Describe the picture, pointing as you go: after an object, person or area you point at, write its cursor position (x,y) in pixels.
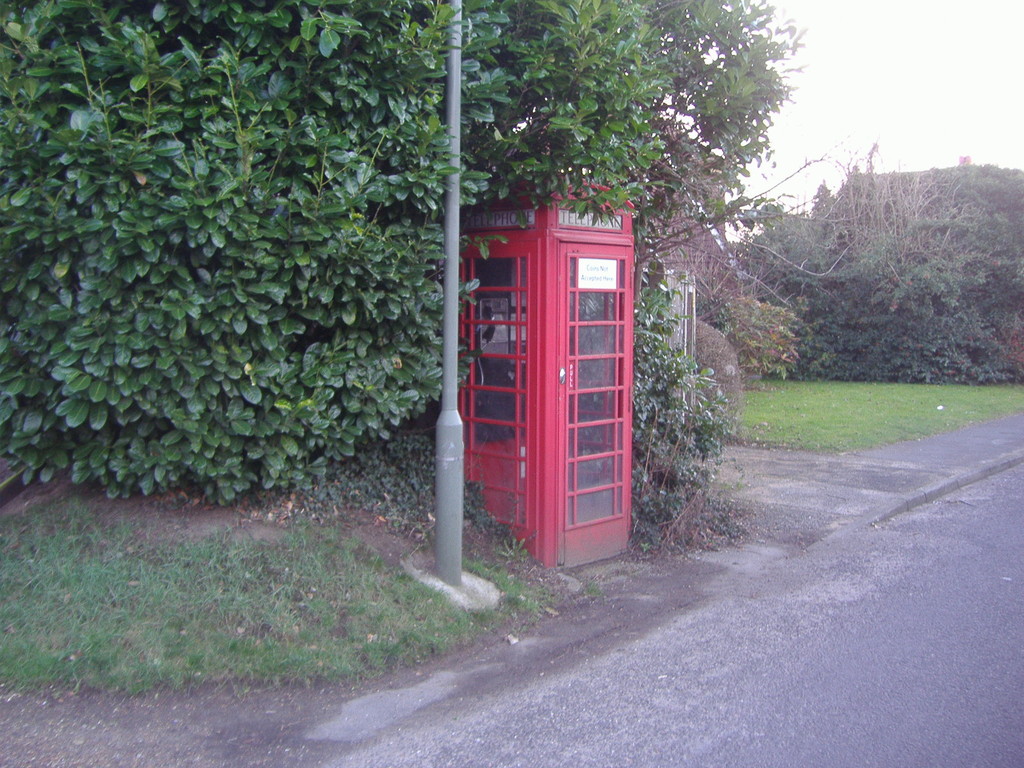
In the center of the image (600,302) we can see a telephone box (569,447) placed on the ground (555,571) and a pole (450,480). In the background (969,341), we can see a group of trees (918,303) and sky (918,85).
